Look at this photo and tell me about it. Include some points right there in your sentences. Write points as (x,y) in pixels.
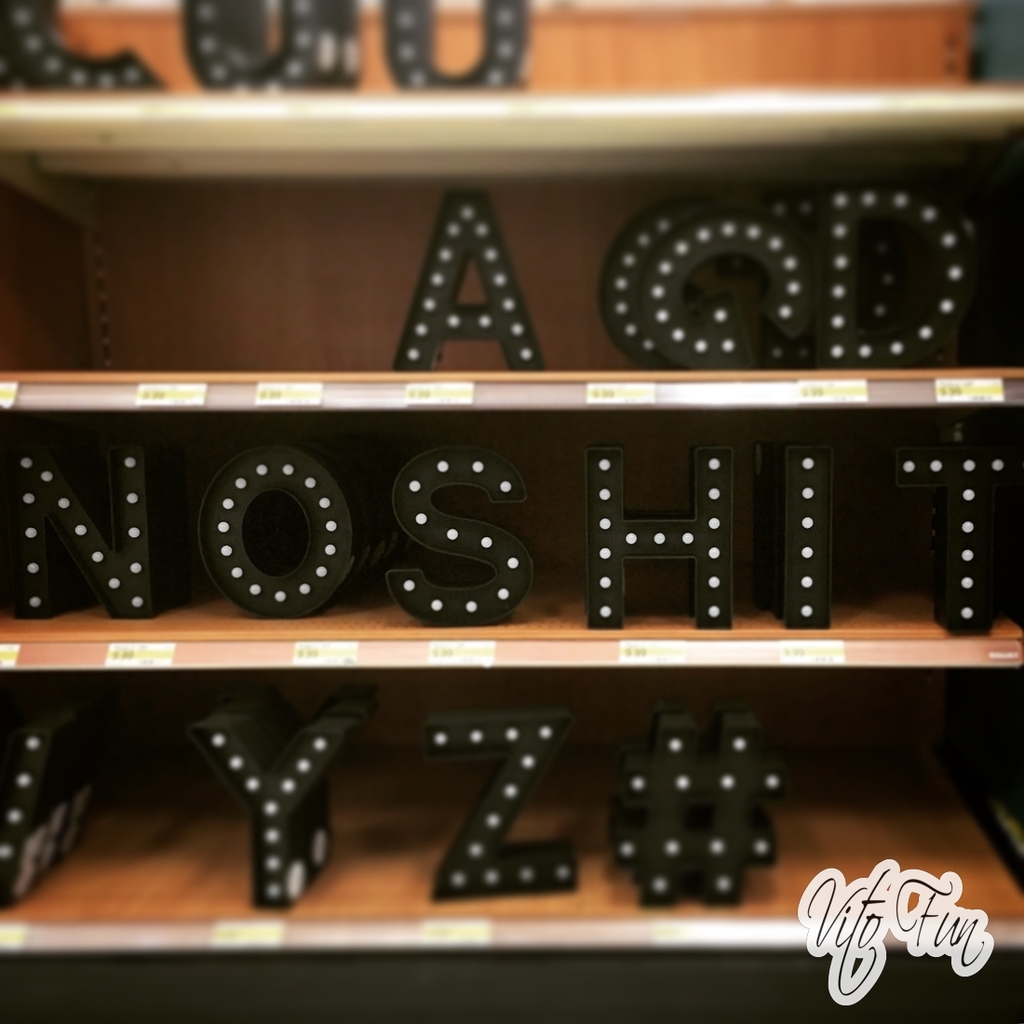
In this image we see shelves (585,360) which consists of alphabets (595,549) and there are stickers (147,403) on the shelves (387,930), at the bottom right corner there is some text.
